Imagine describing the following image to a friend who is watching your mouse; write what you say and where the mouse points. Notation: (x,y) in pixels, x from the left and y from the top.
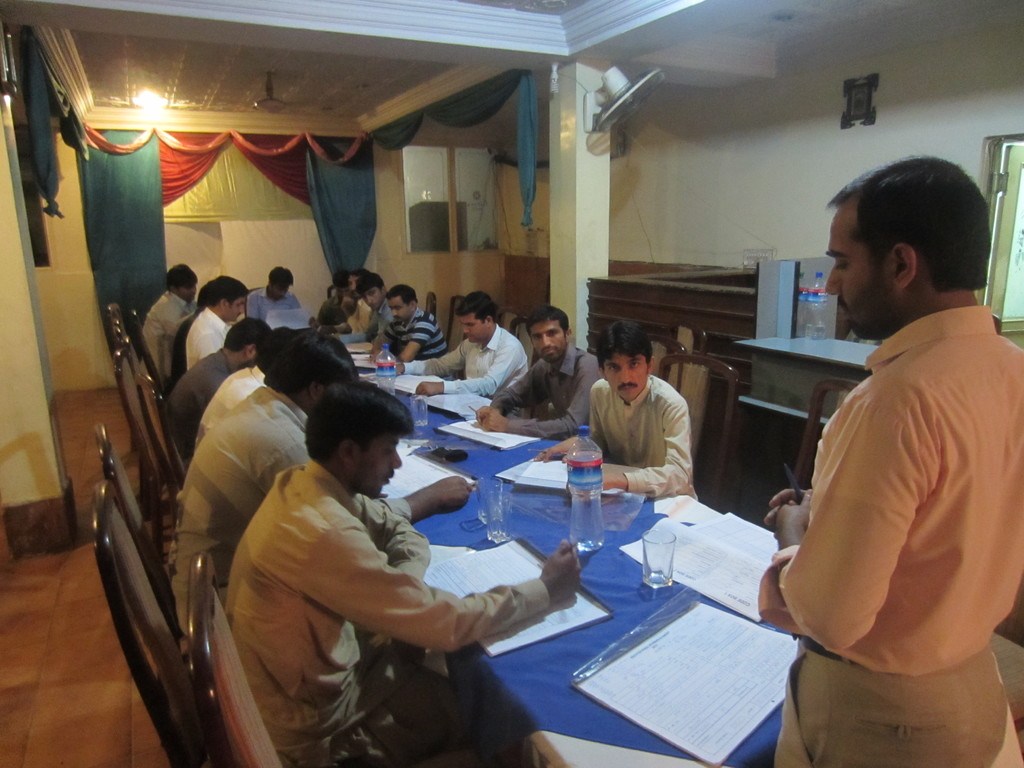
This image is clicked in a room (154,28). There is a light (138,98) on the top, there are curtains (233,197) on the top (166,217). There is a table (440,539) and chairs (179,485). There are so many people (237,610) sitting on the chair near tables (552,662). On the table (639,584) there are books (671,631), papers (645,687), water bottle (589,461), glasses (659,577). There is a person (780,518) standing on the right side (826,579). there is a table fan (594,96) on the top (590,117).
